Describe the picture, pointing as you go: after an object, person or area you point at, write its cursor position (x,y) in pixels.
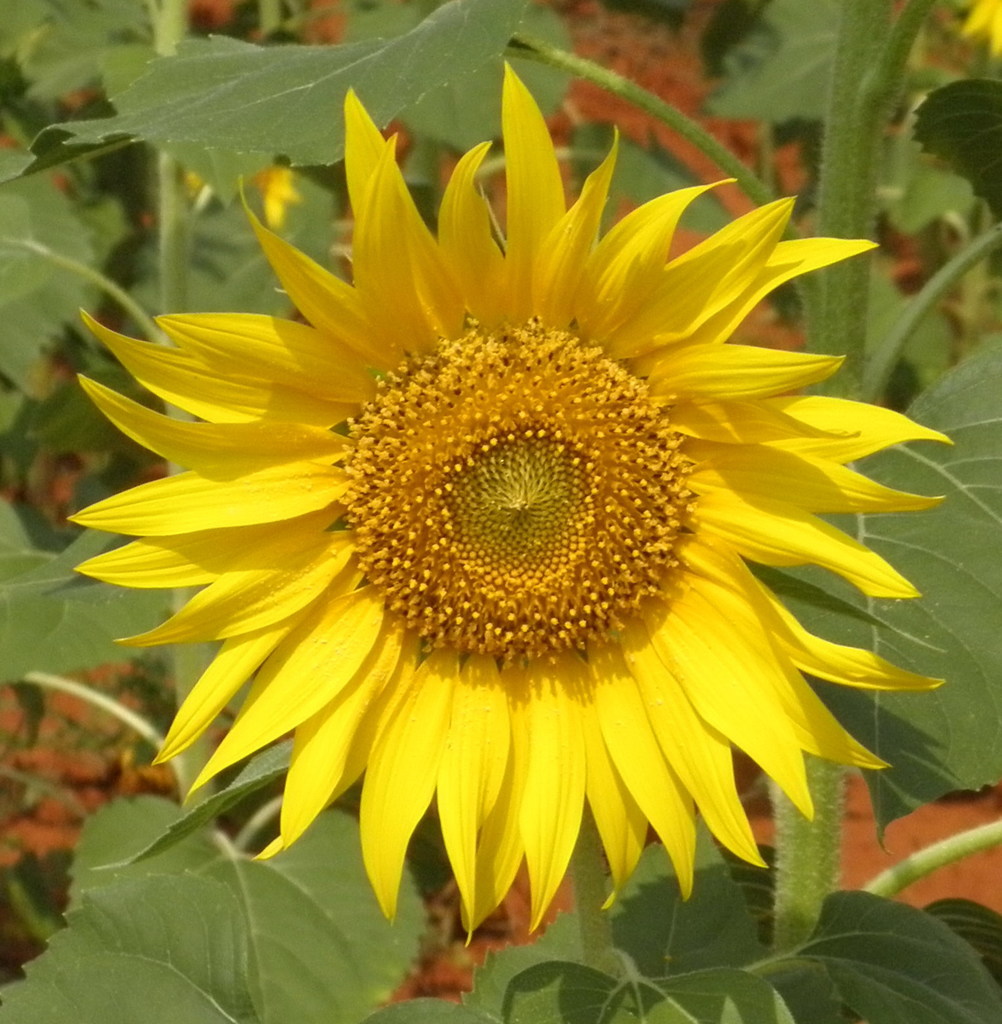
In this picture we can see a sunflower (579,438) and few plants (166,135).
